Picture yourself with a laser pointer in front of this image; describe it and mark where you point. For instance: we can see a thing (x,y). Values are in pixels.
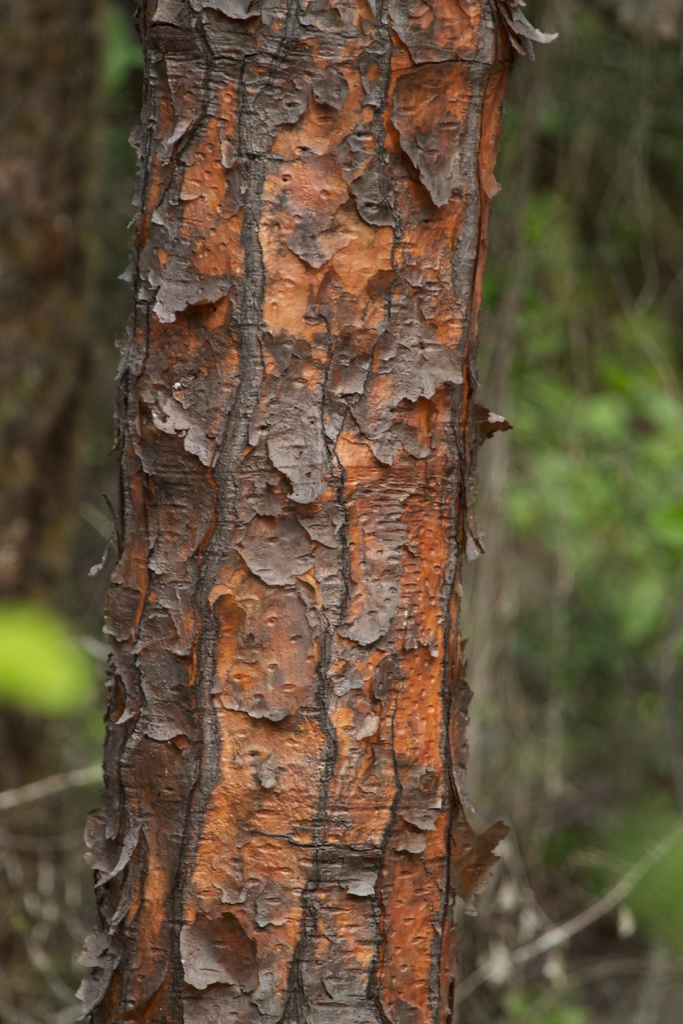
In this picture, it seems to be there is a trunk (350,494) in the center of the image (346,527) and there is greenery (523,736) in the background area of the image (579,448).
